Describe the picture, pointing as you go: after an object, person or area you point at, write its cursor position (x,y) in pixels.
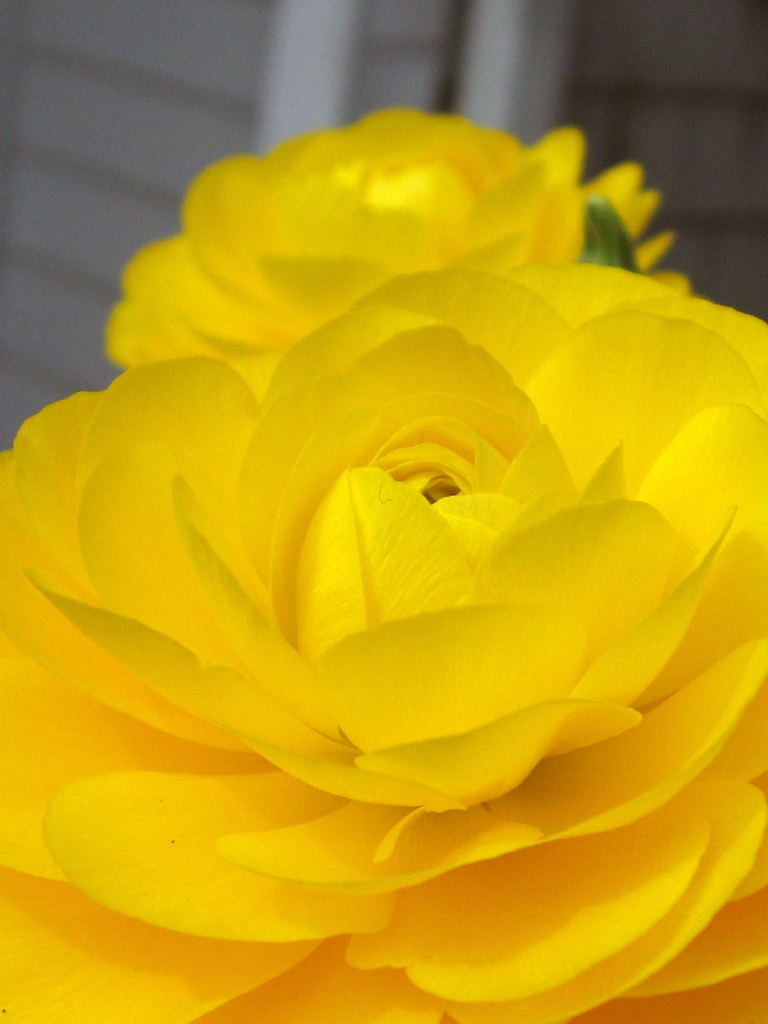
In this image, we can see flowers (537,561). In the background (322,84), image is blurred.
